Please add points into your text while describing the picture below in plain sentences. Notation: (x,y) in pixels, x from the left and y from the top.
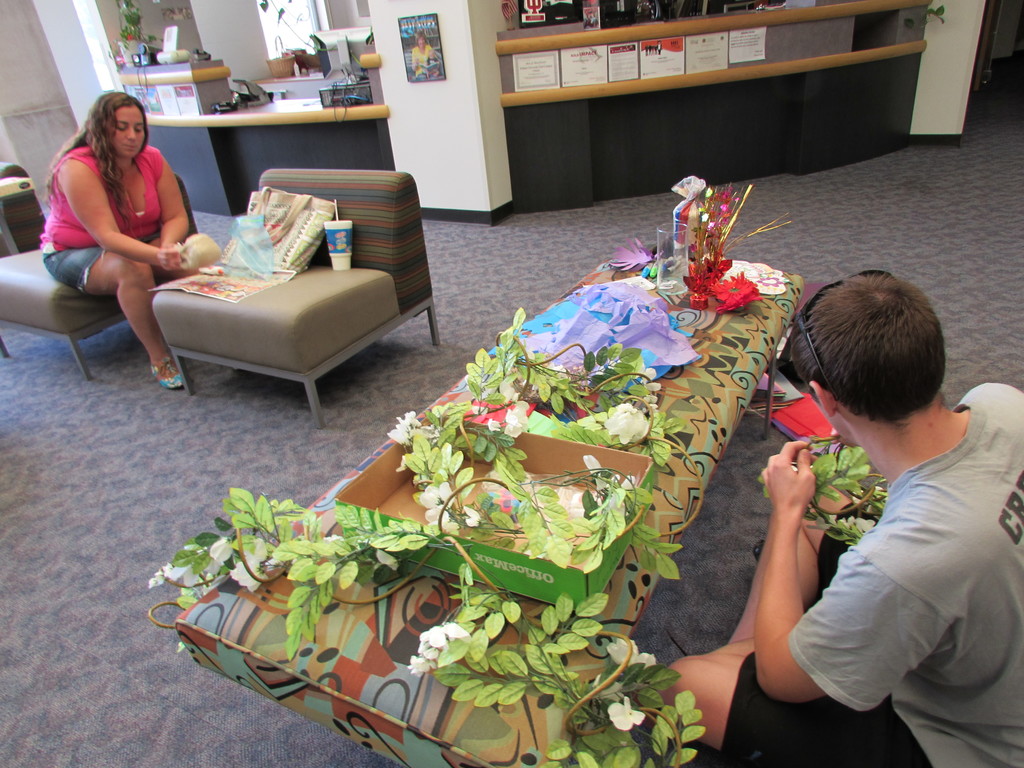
The person (923,543) in the right (930,559) is sitting on the floor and there is a table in front of him which has a stems (460,490) and leaves (500,522) attached to it and there is another woman (136,236) sitting on a sofa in front of him.
